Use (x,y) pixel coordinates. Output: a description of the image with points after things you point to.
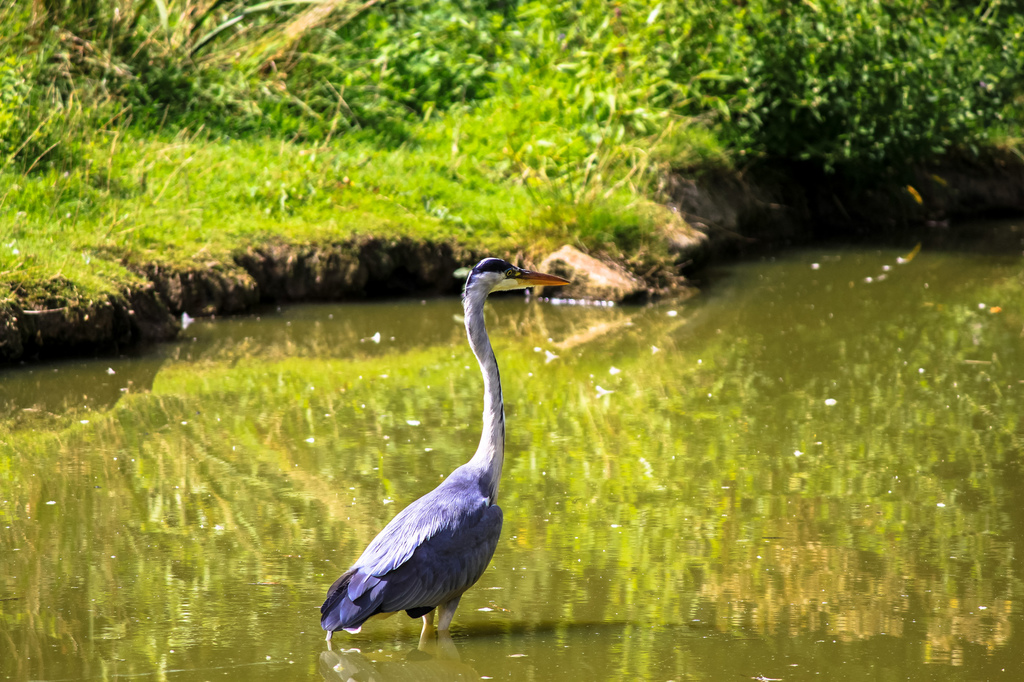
In this image I see a bird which is of white, purple and black in color and I see the water (938,606). In the background (112,198) I see the green grass (342,129).
